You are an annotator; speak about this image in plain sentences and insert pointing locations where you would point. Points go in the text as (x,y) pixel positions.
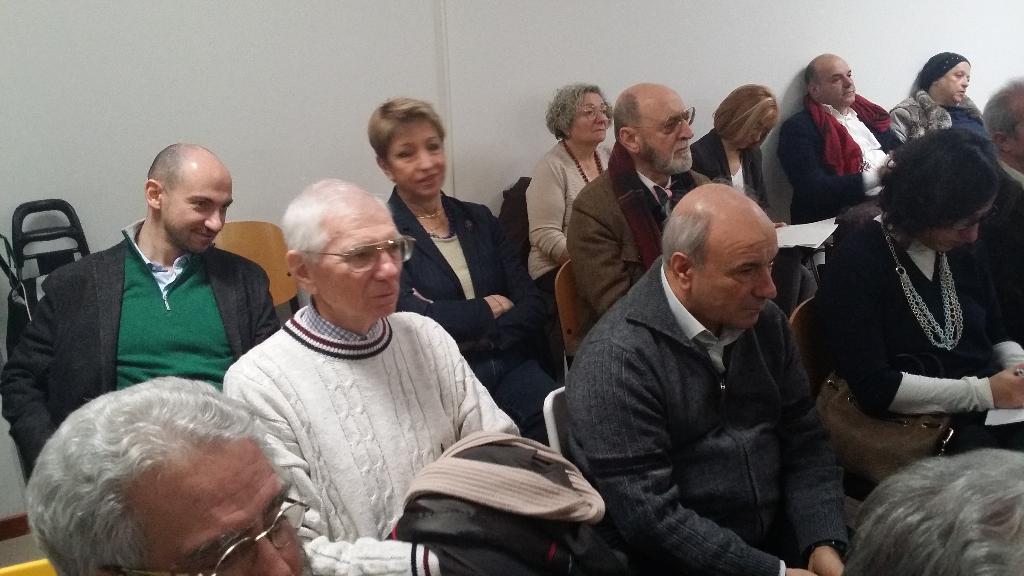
In this picture, we see many people (353,358) are sitting on the chairs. The man (182,153) on the left side (203,271) wearing the black blazer (103,319) is smiling. In the background (320,102), we see a wall (432,85) in white color. On the left side (22,310), we see an object (47,267) in black color. This picture might be clicked in the conference hall (653,356).
